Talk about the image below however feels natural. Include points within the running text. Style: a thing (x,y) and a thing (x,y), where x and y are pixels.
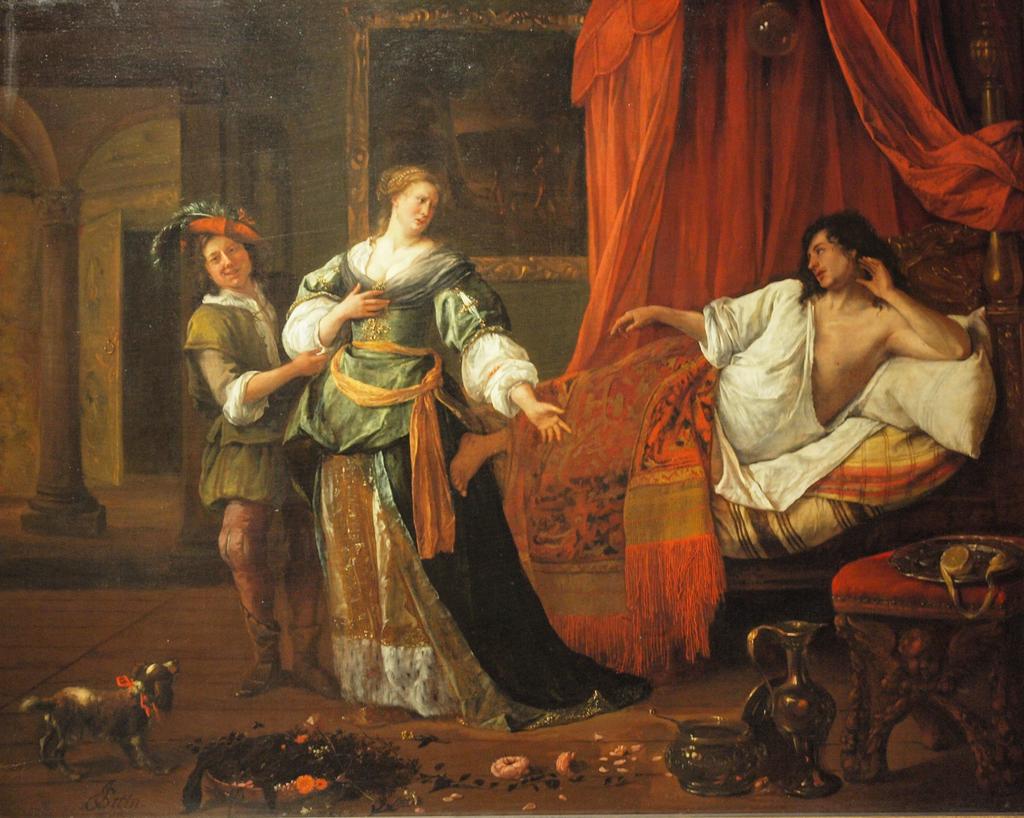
In this image I can see the painting (452,472) of three people (354,492) with the dresses (429,460). In-front of these people (388,577) I can see the dog (131,742), jug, bowl (731,733) and few objects (951,581) on the stool (922,614). In the background (702,267) I can see the cloth (706,191) and the frame (412,151) to the wall (304,77).
